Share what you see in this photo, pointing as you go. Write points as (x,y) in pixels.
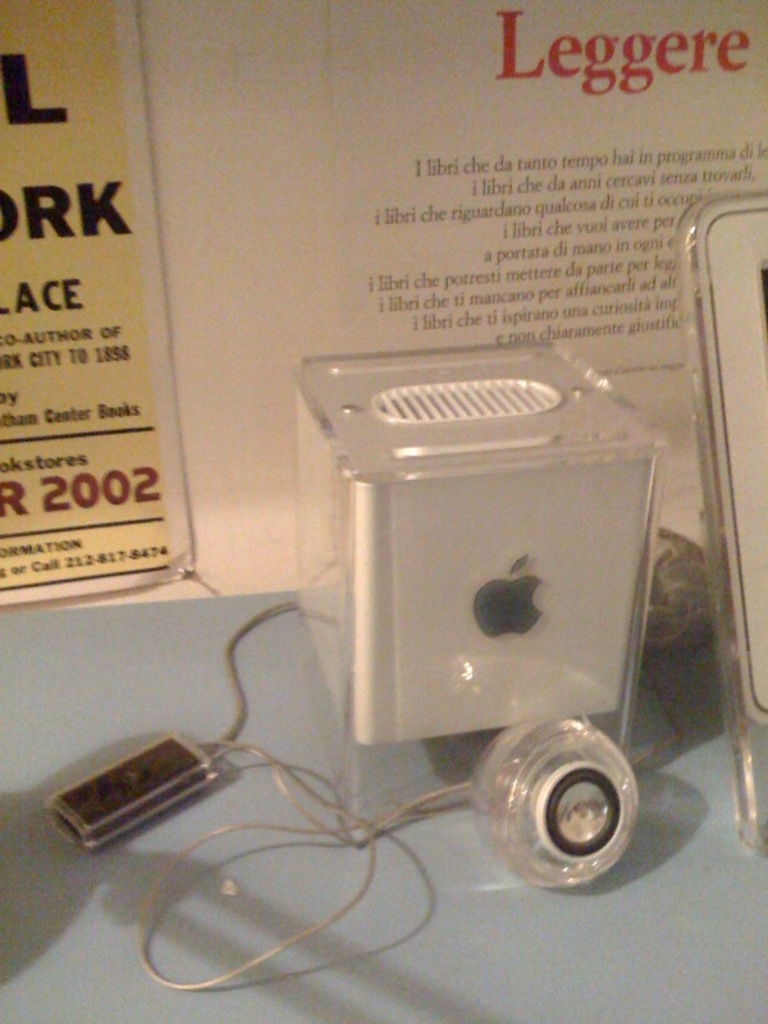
In this image we can see an electronic machine (432,669), in the background (434,128), we can see posters (152,383) with some text (394,315) and also we can the wall (462,263).
